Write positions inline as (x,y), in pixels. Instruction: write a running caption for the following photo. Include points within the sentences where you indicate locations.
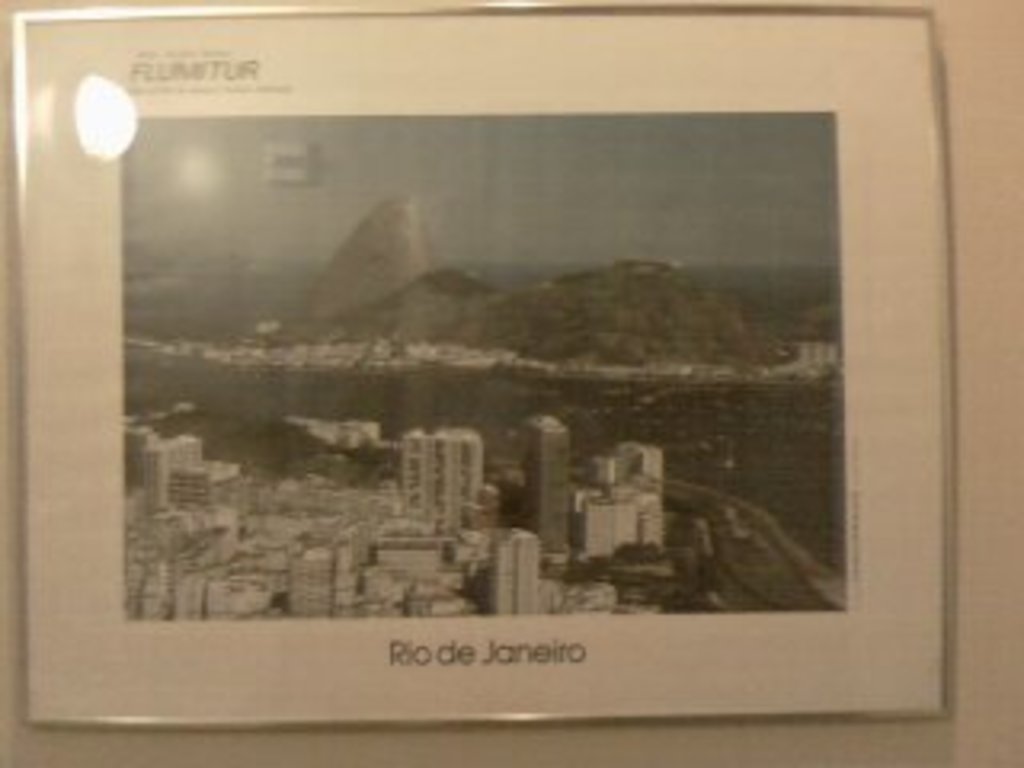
In this picture we can see frame (164,629) on the wall (959,370), in this frame (571,494) we can see buildings (440,492), sky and text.
